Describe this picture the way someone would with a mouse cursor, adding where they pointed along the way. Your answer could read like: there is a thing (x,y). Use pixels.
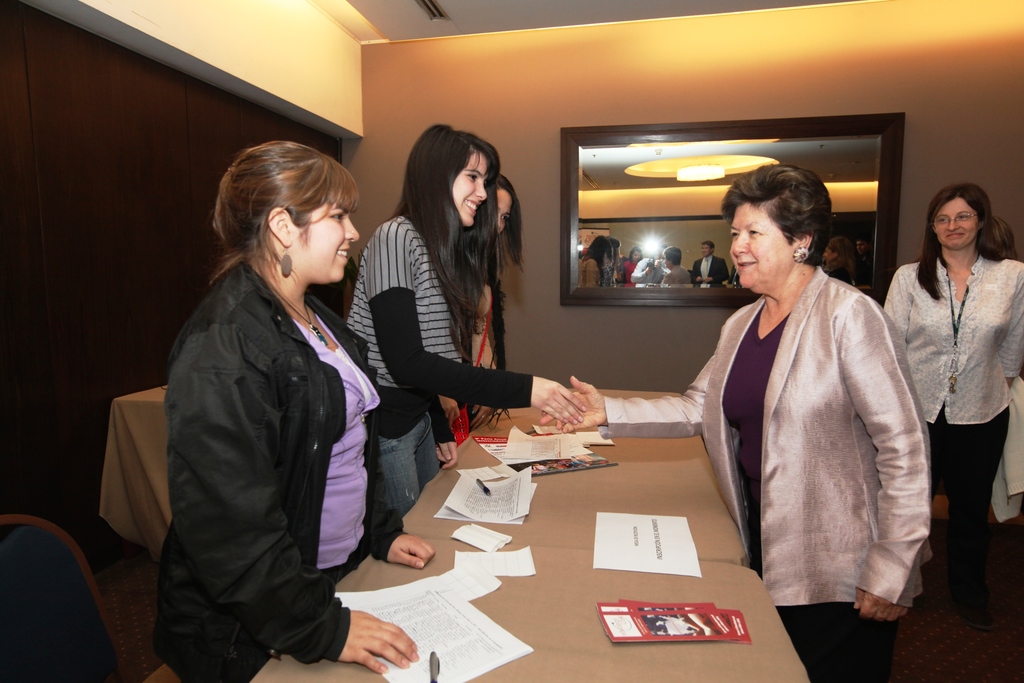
In the picture we can see three women (257,505) are standing near the desk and they are smiling and opposite to them, we can see a woman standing and shaking hands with one woman (489,160) and on the desk (455,472), we can see some papers (460,489) and in the background (517,330), we can see the wall (936,142) with a mirror (625,201) and in the mirror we can see the reflection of the people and to the ceiling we can see a light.
